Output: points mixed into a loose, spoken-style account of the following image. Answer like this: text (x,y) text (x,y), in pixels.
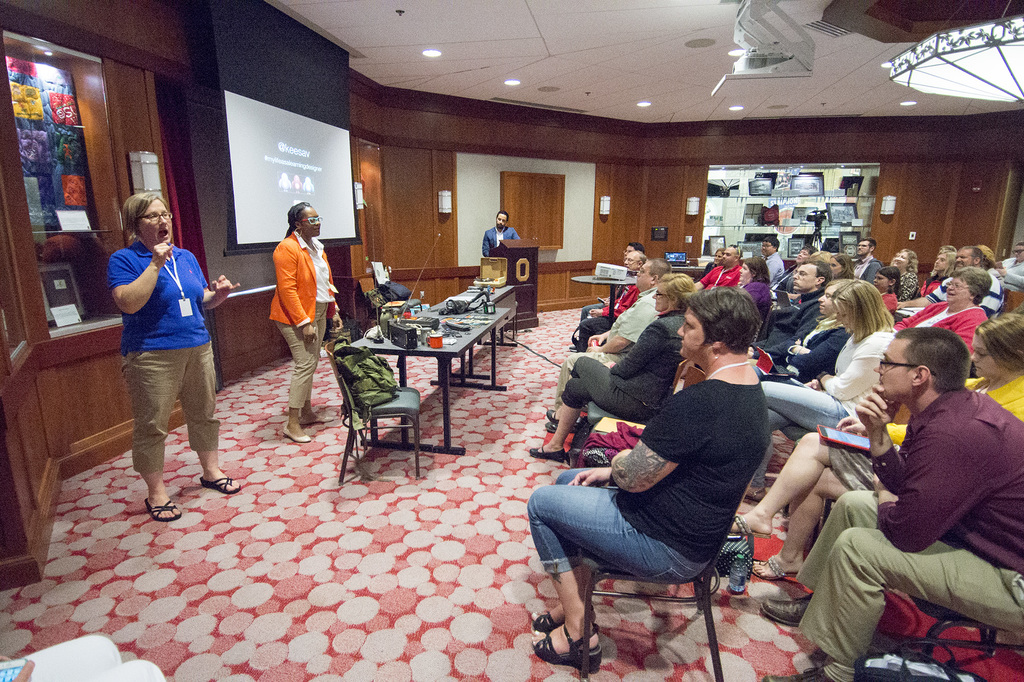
In this image I can see people (943,334) where three of them are standing and rest all are sitting on chairs (580,422). Here I can see a bag (366,373), a table (451,358), a projector's screen (277,221), a projector (799,38) and few stuffs (442,319) on this table (455,348).
